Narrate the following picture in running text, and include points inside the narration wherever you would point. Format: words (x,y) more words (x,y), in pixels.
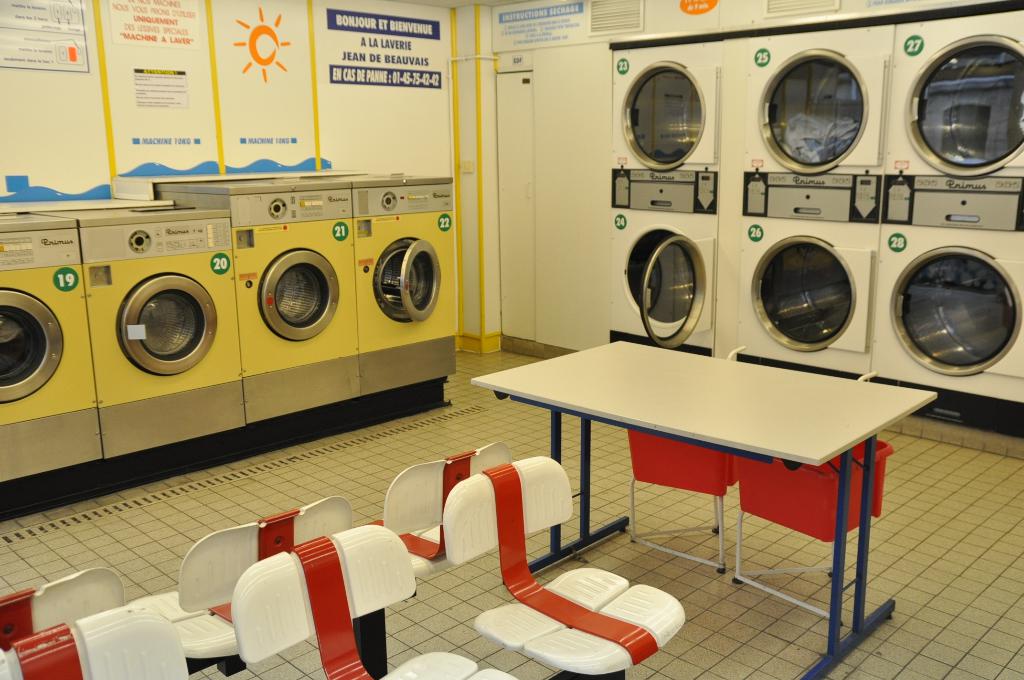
There are chairs (411,528) in white and red color combination, arranged on the floor (699,590), near a table (666,412). In the background (230,253), there are washing machines (439,247) arranged near wall (59,99), on which, there are posters (546,22).
